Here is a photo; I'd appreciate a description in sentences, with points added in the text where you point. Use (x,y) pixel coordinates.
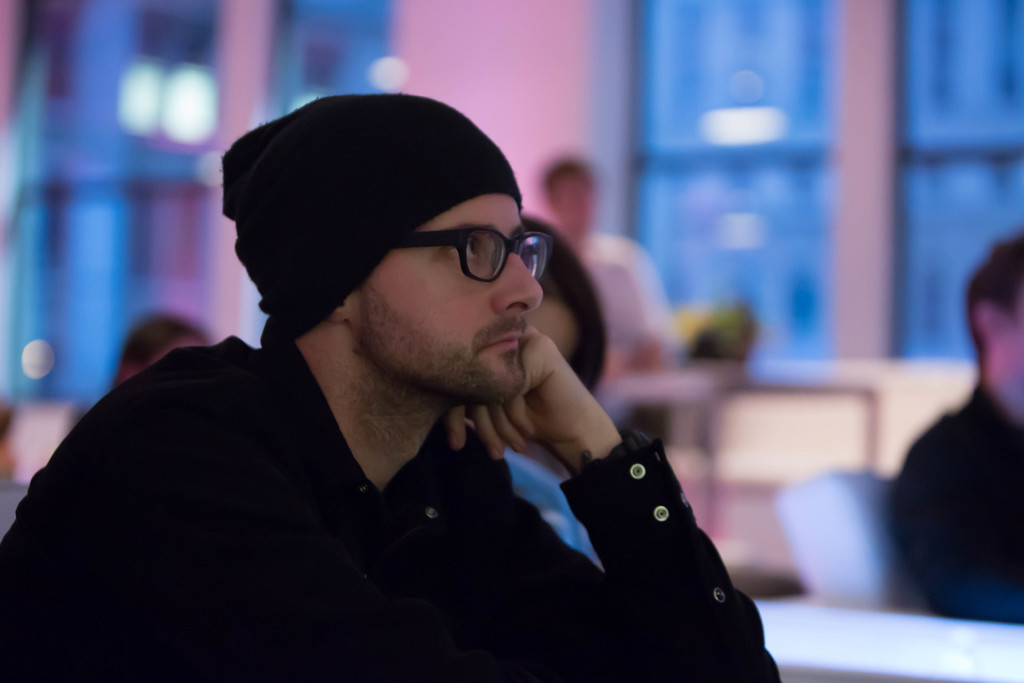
In the foreground of the picture (289,508) there is a man (280,489) wearing a black shirt (364,568) and a black cap (394,154). In the background (314,53) there are blue and pink colored walls (722,85) and doors (192,61). In the background (966,456) there are few persons (636,316). It is blurry in the background (161,109).
